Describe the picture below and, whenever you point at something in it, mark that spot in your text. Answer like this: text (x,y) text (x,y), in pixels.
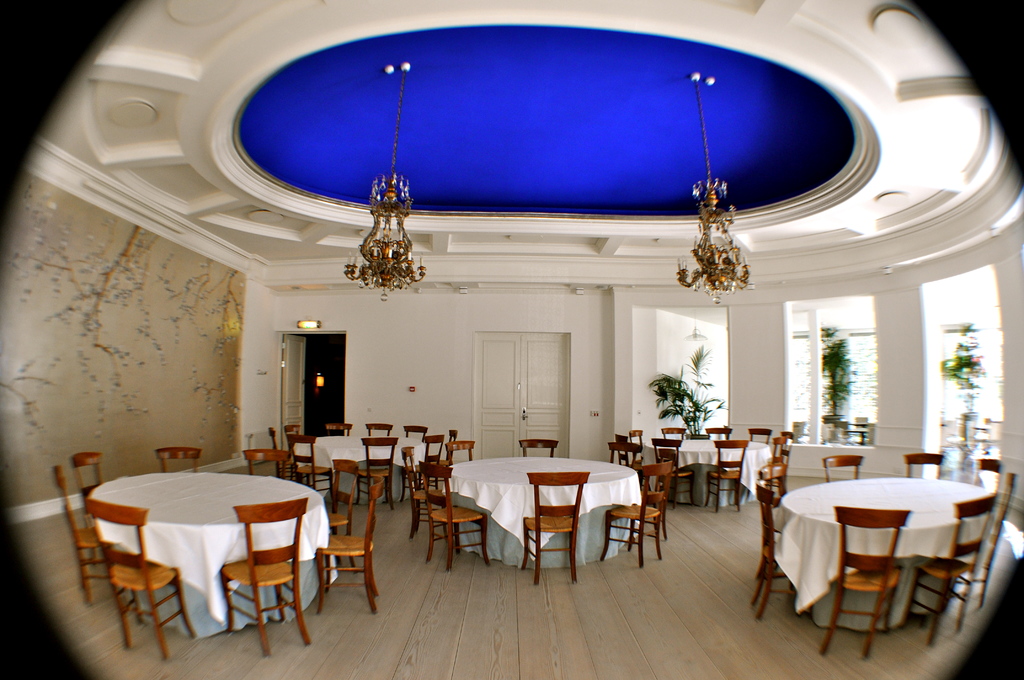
It is an inside view of the dining hall (721,408). Here we can see so many chairs (341,534), tables (963,537) with cloth (606,497) on the floor (624,629). Background (432,346) there is a wall (440,385), doors (514,408), few plants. Top of the image (570,151), there is a ceiling (567,134) with chandeliers (732,264).
